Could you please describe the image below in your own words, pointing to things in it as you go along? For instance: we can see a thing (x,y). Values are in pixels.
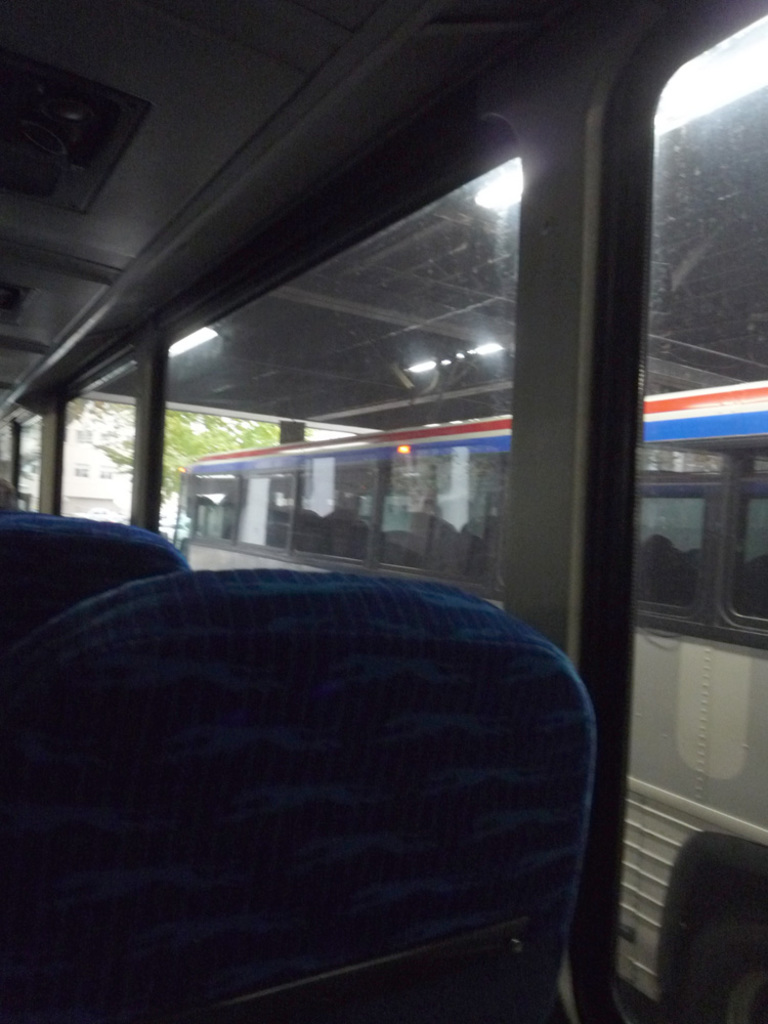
In this picture we can see a few vehicles (307,485) on the path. There is a tree (244,445) and a building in the background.
